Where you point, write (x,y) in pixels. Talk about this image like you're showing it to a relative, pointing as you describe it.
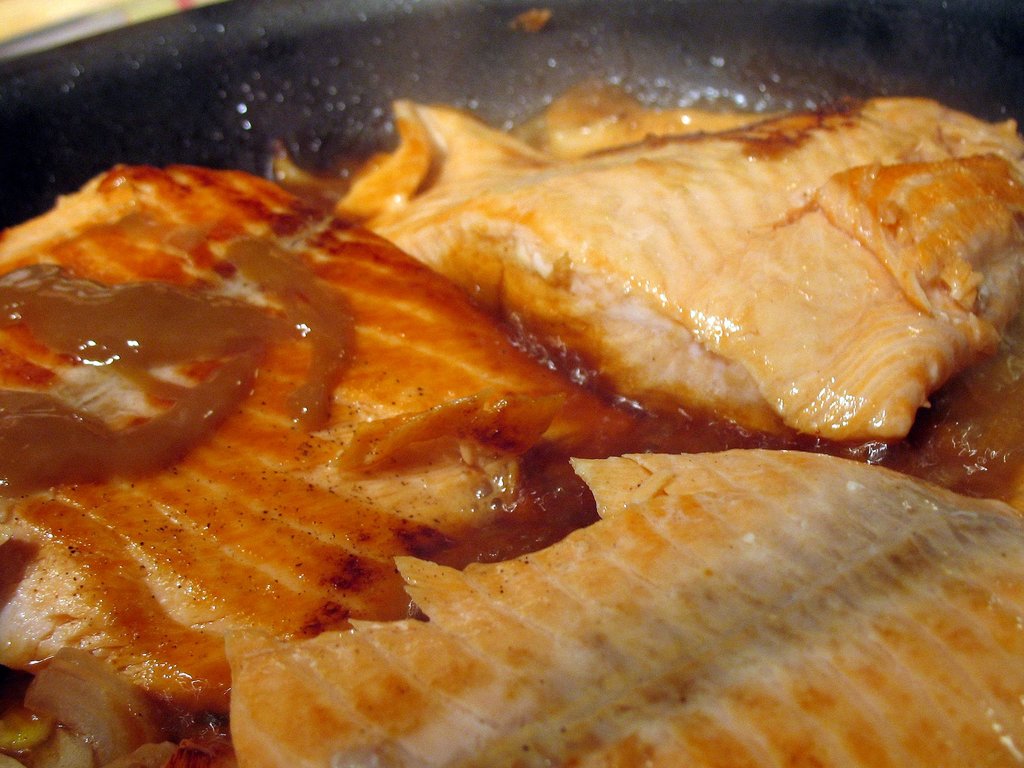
In this image there is a meat (503,469) with sauce (558,369) on it in a pan (472,40).
